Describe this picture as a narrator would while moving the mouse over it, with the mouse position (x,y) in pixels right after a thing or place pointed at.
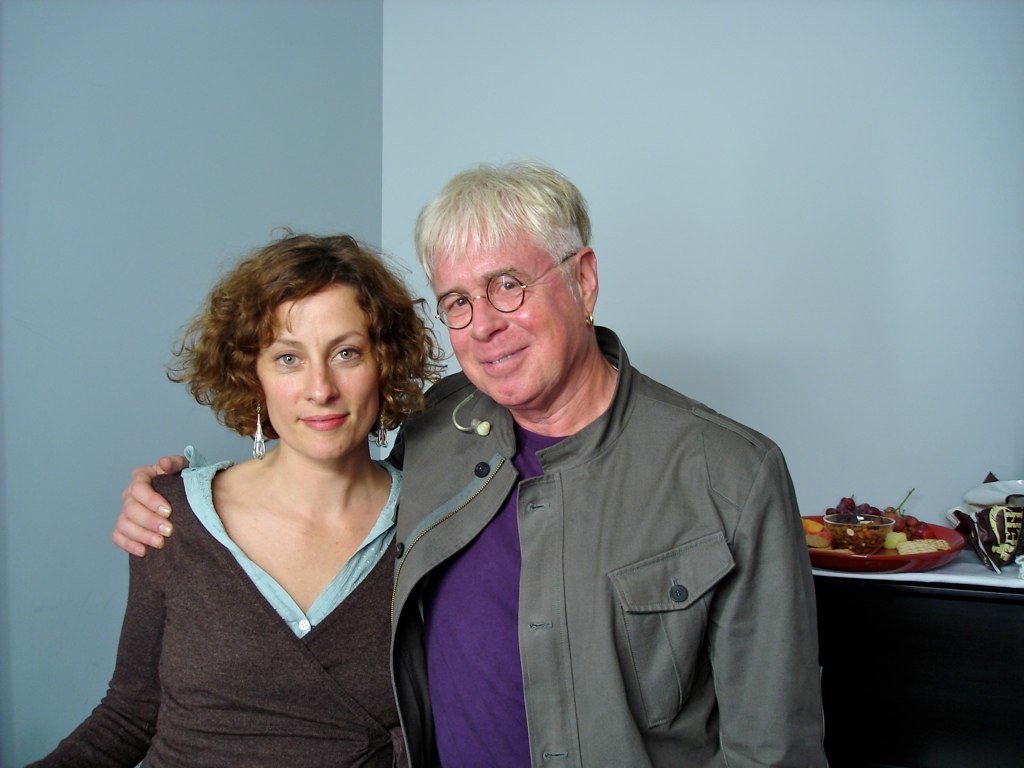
In this picture I can see there is a man (409,447) and a woman (274,419) standing and the man (466,358) is wearing a coat (589,652) and is having spectacles (491,305), the woman (280,612) is wearing a shirt (298,617). They are smiling and in the backdrop (977,580) there is a wooden table (935,597) and there is a plate (951,553) of food (876,508) placed on it. There is a wall (970,300) in the backdrop (601,170).
